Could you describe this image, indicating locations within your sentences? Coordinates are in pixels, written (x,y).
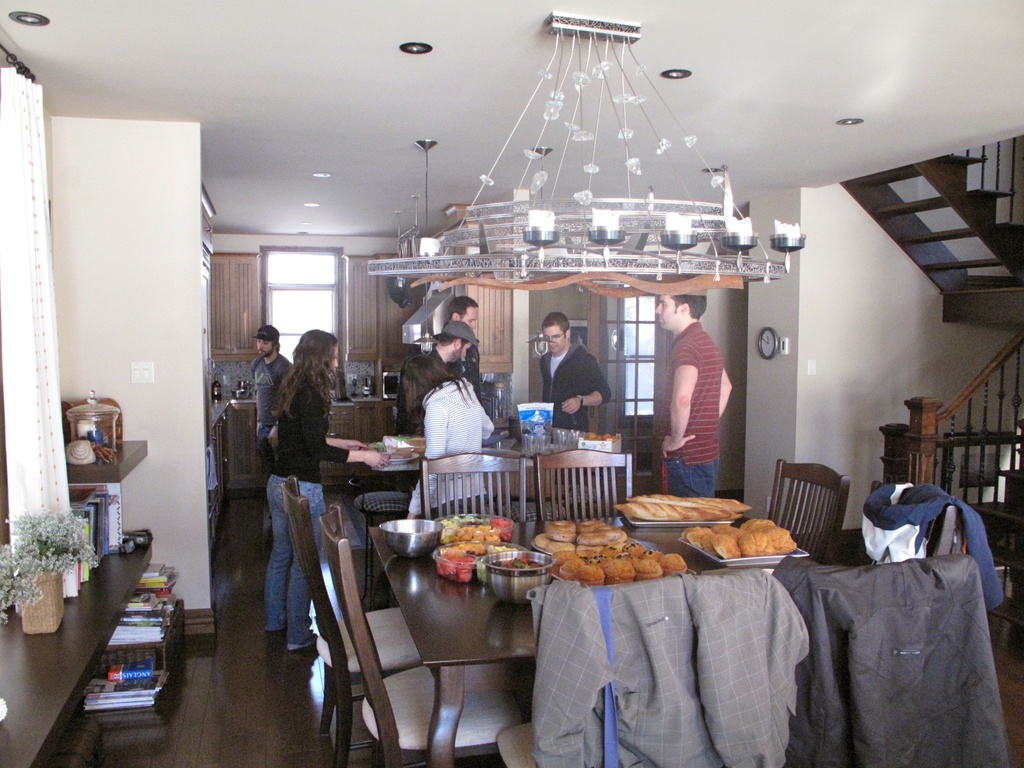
This image is clicked, inside the room (251,578). There are many people (263,404) in this image. In the front (476,645) there is a table (467,637), on which there are trays (786,553) of food (705,546) and bowl (529,557). And there are five empty chairs (323,635) around the table (463,608). In the background (288,353), there is kitchen (396,348) in which, there are cupboards (248,266). To the left (8,412), there is window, along with window curtain (55,442). To the right (943,419), there are stairs (889,233) and wall (883,357).
